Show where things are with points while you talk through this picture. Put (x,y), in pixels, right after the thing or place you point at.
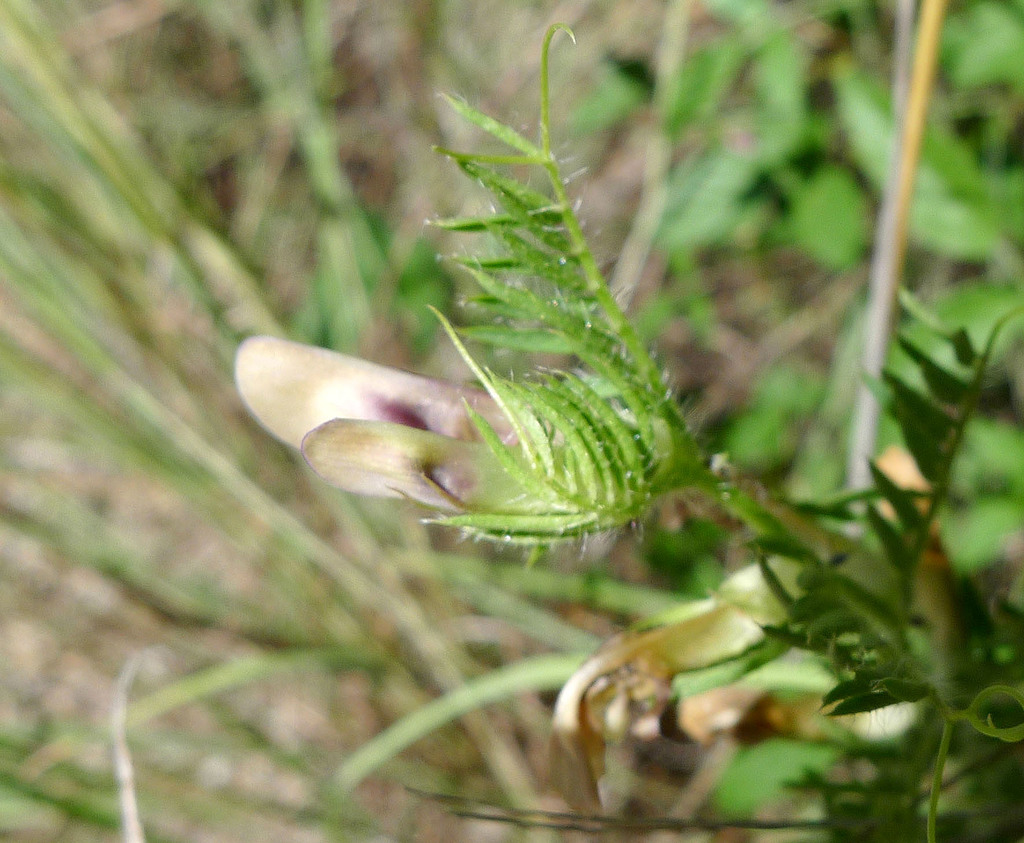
In this picture there is a flower plant (327,369) in the center of the image (478,358) and there is greenery (388,272) in the background area of the image (431,300).
